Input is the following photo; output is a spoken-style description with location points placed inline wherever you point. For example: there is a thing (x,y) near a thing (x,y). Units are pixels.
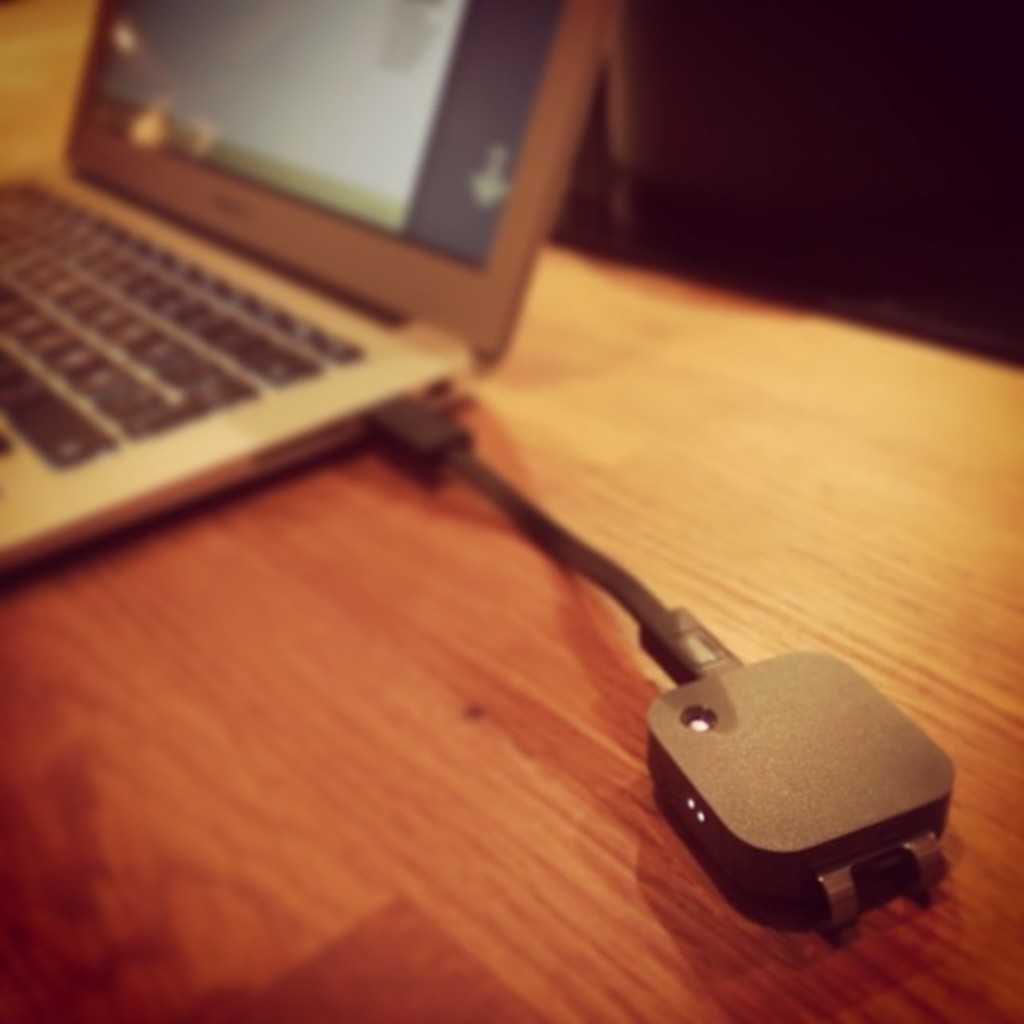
In this image we can see laptop (47,326) and charger adapter (502,490) which is on the table (508,589).
